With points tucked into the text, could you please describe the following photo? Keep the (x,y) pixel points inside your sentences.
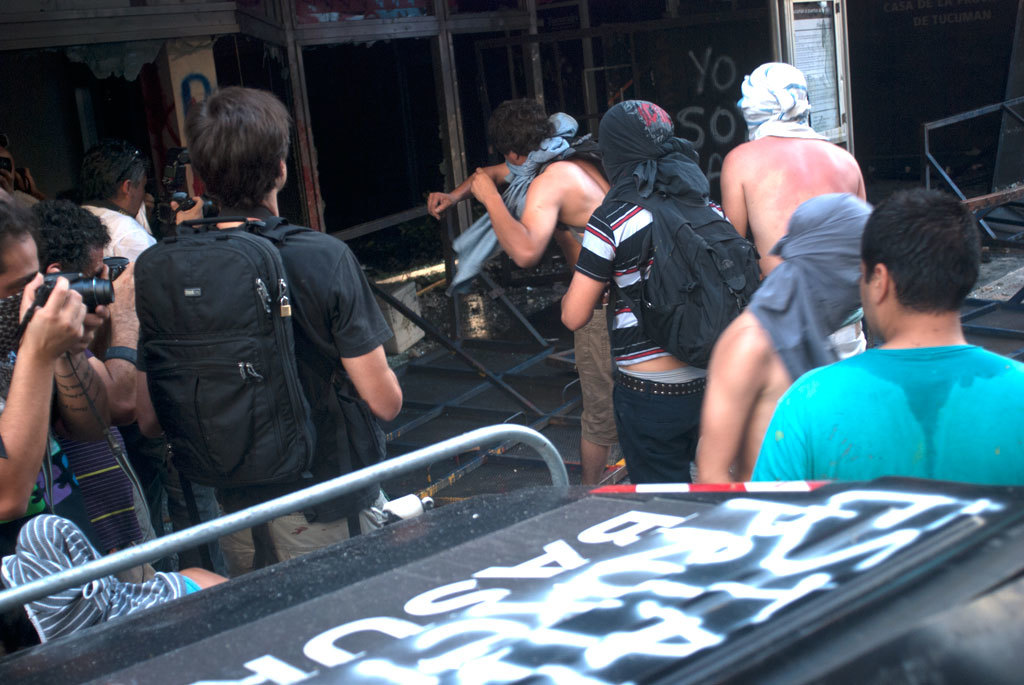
In the picture I can see a group of people (395,383) are standing among them some are wearing bags (228,381) and some are holding cameras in hands (60,318). I can also see boards (843,85) and some other objects (476,484).
